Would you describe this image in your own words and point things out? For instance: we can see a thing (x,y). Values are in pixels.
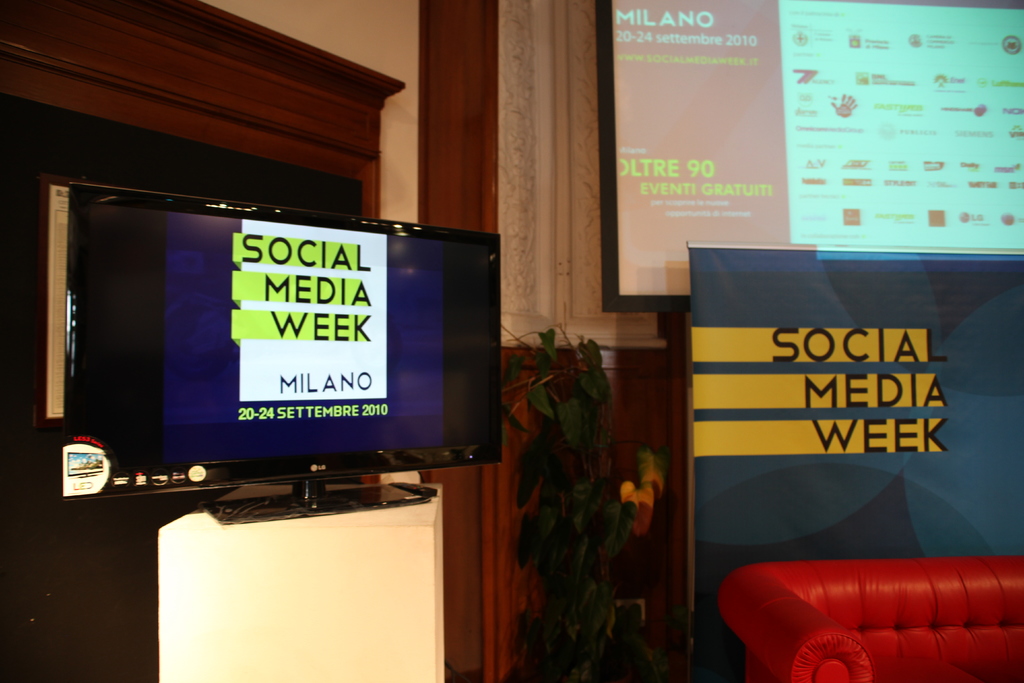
This picture shows two televisions (620,81) and we see a sofa bed (756,599) and a plant (531,529).
